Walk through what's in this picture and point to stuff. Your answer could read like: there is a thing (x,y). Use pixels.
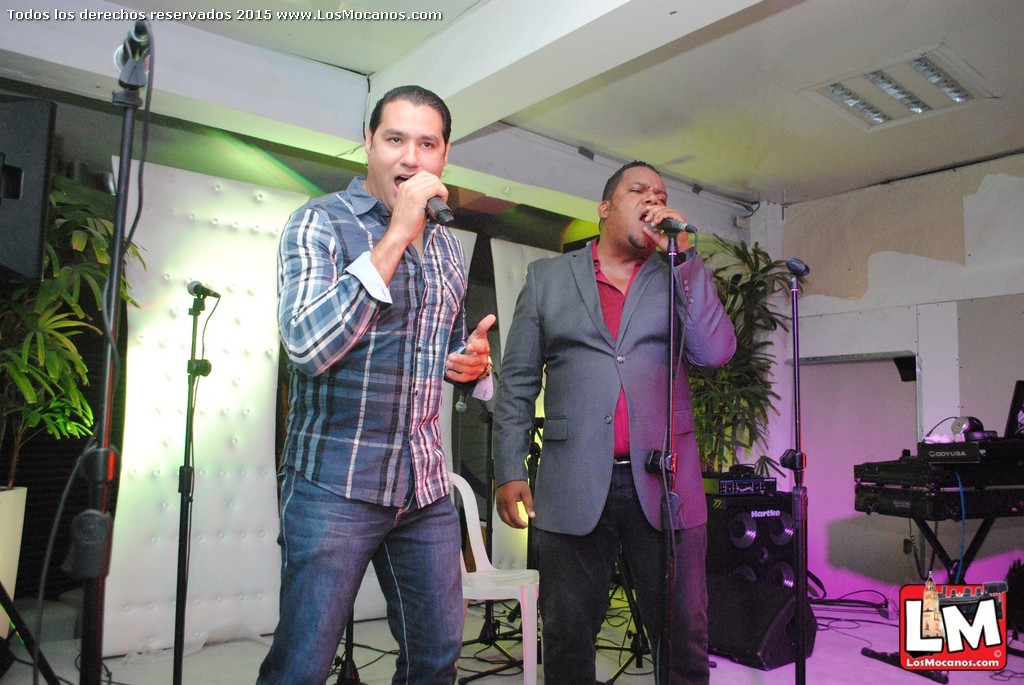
This image is clicked in the room (891,421). It looks like a concert. There are two men (404,279) in this image. Both are singing in the mics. To the right (905,503), there is a piano (908,489). To the left (78,380), there is a plant (41,317). At the top (673,137) there is a roof (818,111) with lights (874,122). In the background (492,598), there is a chair (504,585) and a white background (223,505).
